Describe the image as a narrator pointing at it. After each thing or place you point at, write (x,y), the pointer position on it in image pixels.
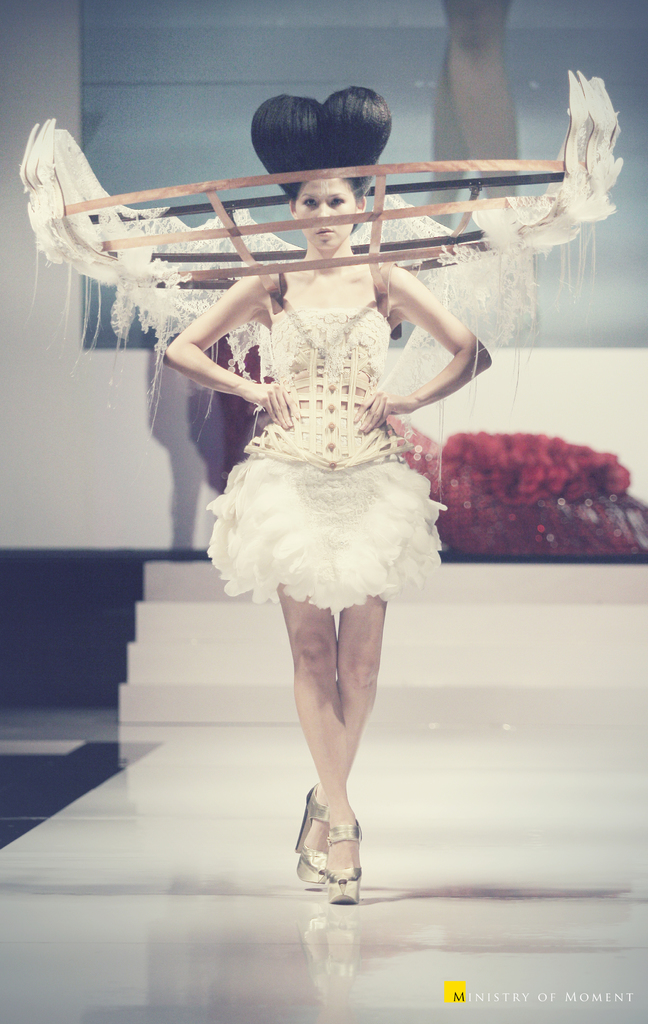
In this image there is a woman (350,470) walking on a ramp (344,937). Behind her there are steps (176,595). In the background (50,357) there is a wall (557,415). In the bottom right (523,998) there is text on the image.
